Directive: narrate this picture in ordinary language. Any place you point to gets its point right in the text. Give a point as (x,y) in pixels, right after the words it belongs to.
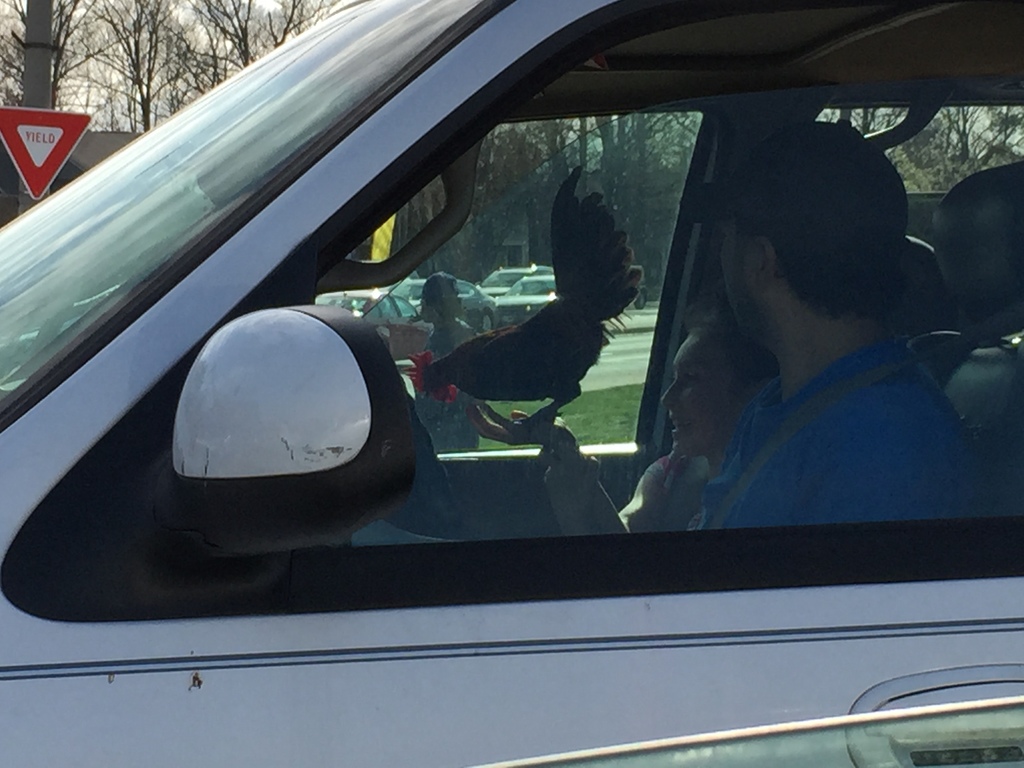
Bottom right side of the image (790,633) two people (896,255) are sitting on a vehicle (495,699). In the middle of the image (621,270) there is a hen (551,414). Top left side of the image (104,107) there are some trees (207,41) and there is a pole (41,14).
